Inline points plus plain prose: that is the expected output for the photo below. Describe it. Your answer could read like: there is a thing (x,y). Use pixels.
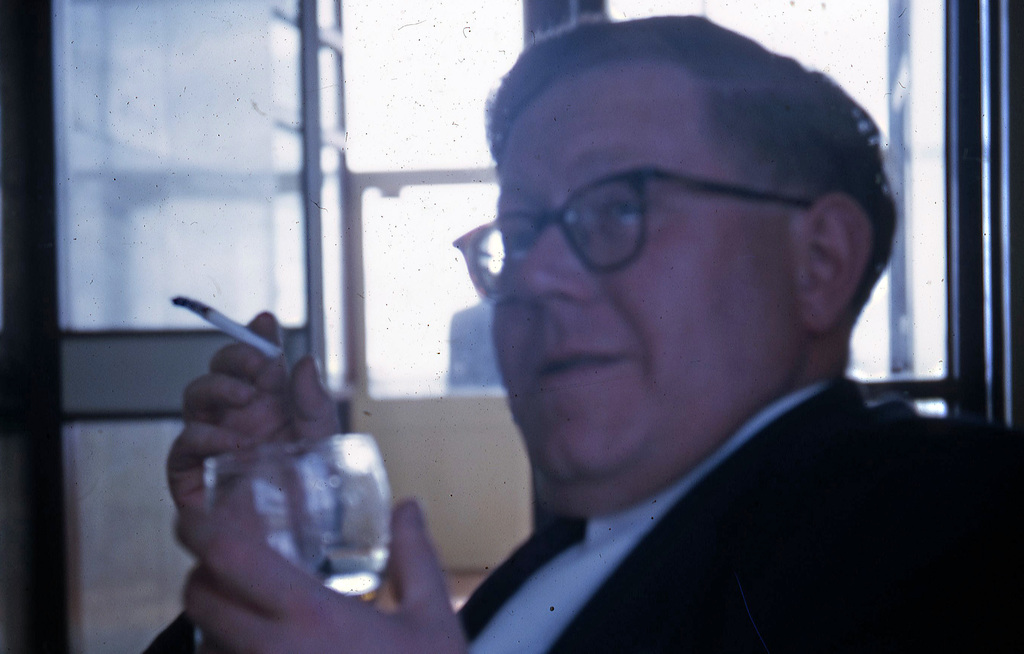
In the picture we can see a man (694,576) sitting and holding the glass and in other hand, we can see the cigarette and he is in a black blazer (1006,609), and behind him we can see the window (383,153) with glass (237,46) to it.
